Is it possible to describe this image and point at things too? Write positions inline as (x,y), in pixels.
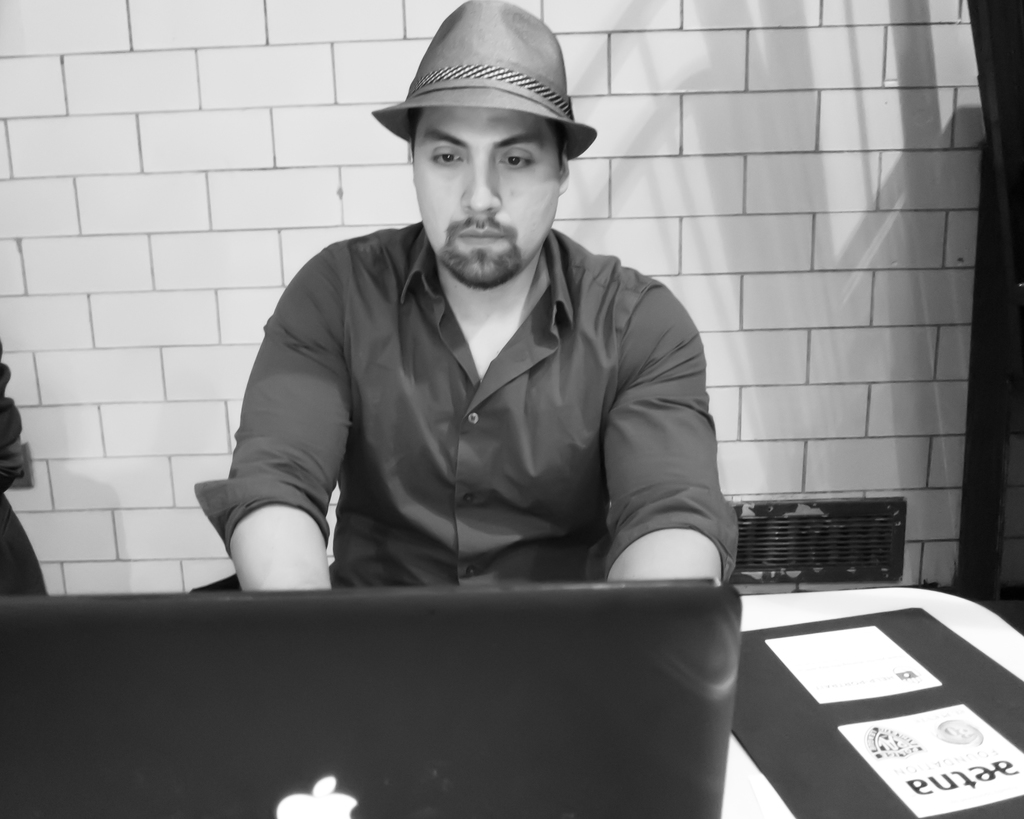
In this image i can see a man (488,177) sitting and working on a laptop (540,646) he is wearing a shirt (527,499) and a cap (511,90), at the background (755,80) i can see a wall (716,207).
